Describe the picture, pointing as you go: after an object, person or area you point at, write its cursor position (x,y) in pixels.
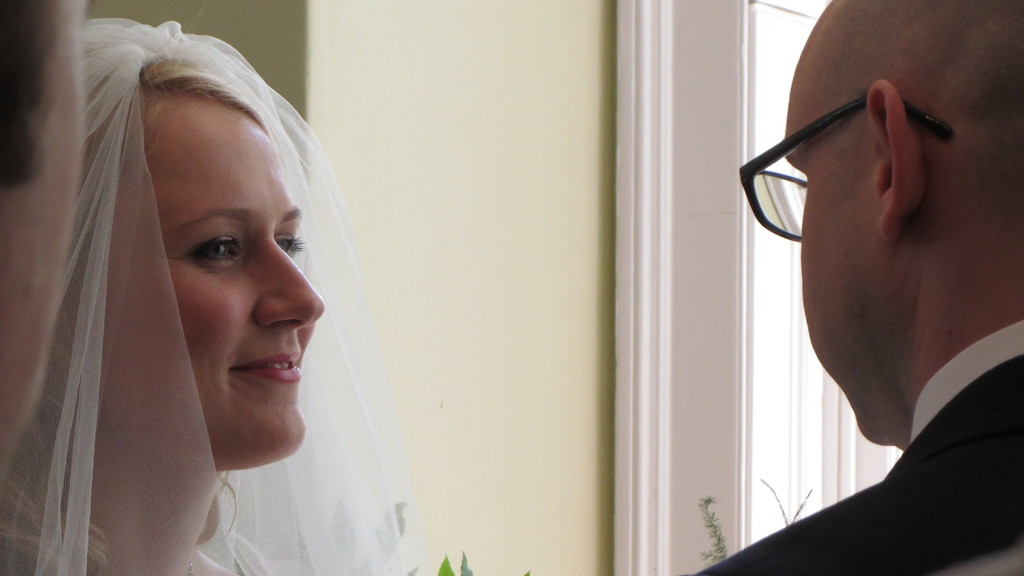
In this image there is a woman (180,332) on the left side (132,353) who is looking at the man (830,322) who is in front of her. In the background (542,262) there is a wall (608,314). At the bottom (468,558) there are plants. On the left side (40,239) there is another person (40,239).
